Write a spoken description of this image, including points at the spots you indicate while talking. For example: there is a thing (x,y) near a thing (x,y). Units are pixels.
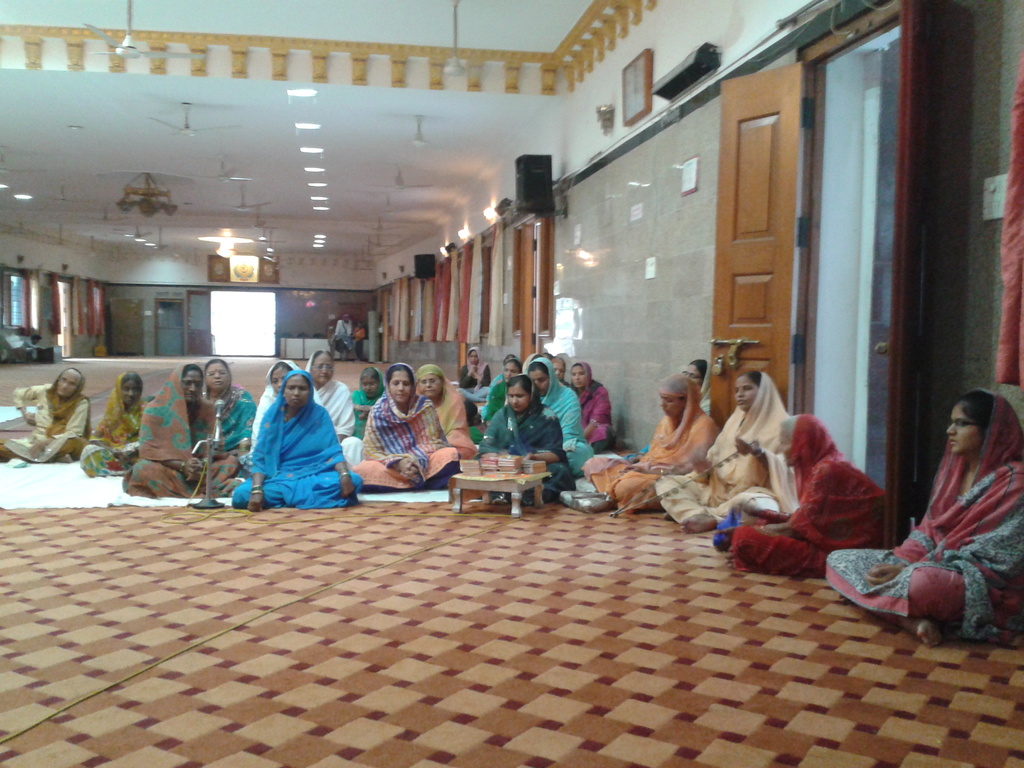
In this image we can see a group of people (550,491) sitting on the floor (515,600). We can also see a blanket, a mic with a stand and a stool (495,482) with some objects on it. On the backside (644,259) we can see some doors (520,322), speaker boxes (543,190), lights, some photo frames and a switch board (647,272) on a wall (621,254). We can also see some ceiling lights (321,243) and a chandelier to a roof (331,232).
